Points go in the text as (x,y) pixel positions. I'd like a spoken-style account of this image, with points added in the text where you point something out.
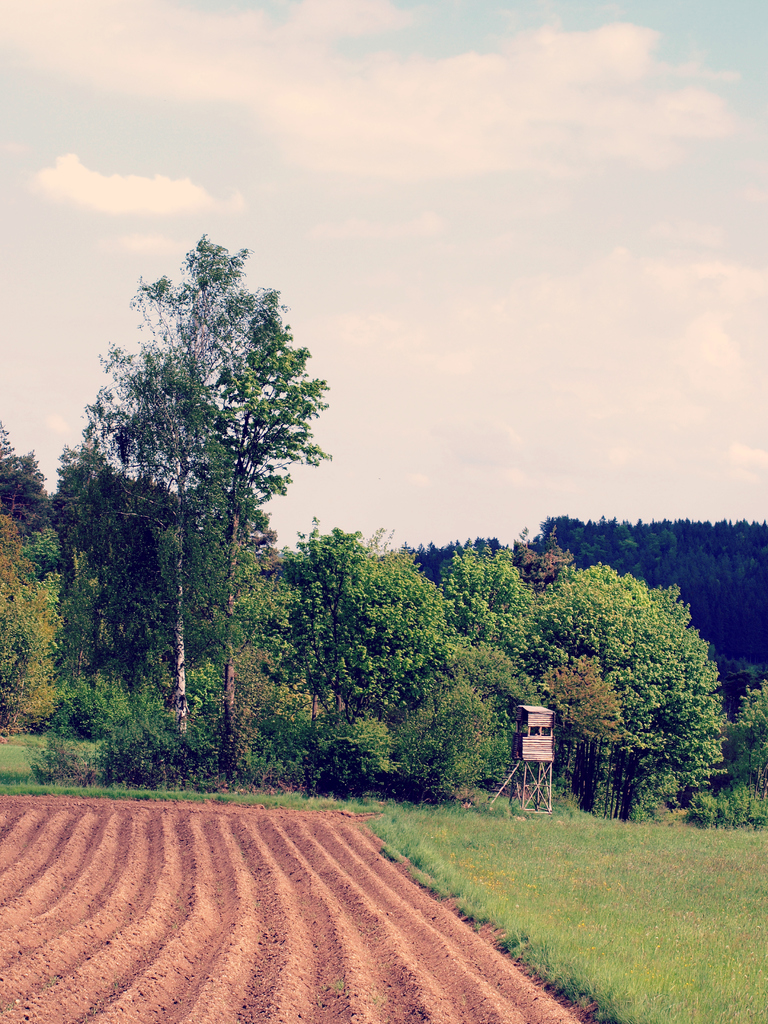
In this picture there is a some part of the land (156,889) which is ploughed. And the some part of the land (561,955) is left with the grass (598,893). There is a wooden house (532,739) in the picture. There are some trees (412,653) and we can observe clouds (487,285) and sky (424,261) in background (459,210).
